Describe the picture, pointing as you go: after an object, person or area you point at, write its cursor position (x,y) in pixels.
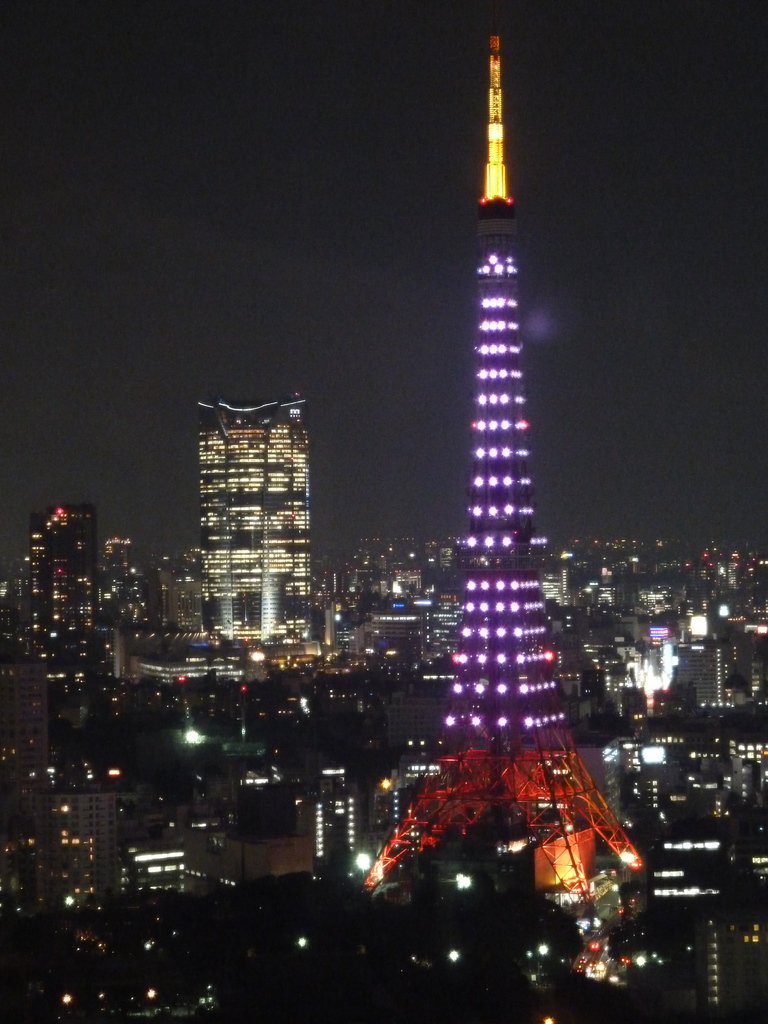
In this picture we can see a tower (472,793), few buildings (441,858) and lights (475,513).
